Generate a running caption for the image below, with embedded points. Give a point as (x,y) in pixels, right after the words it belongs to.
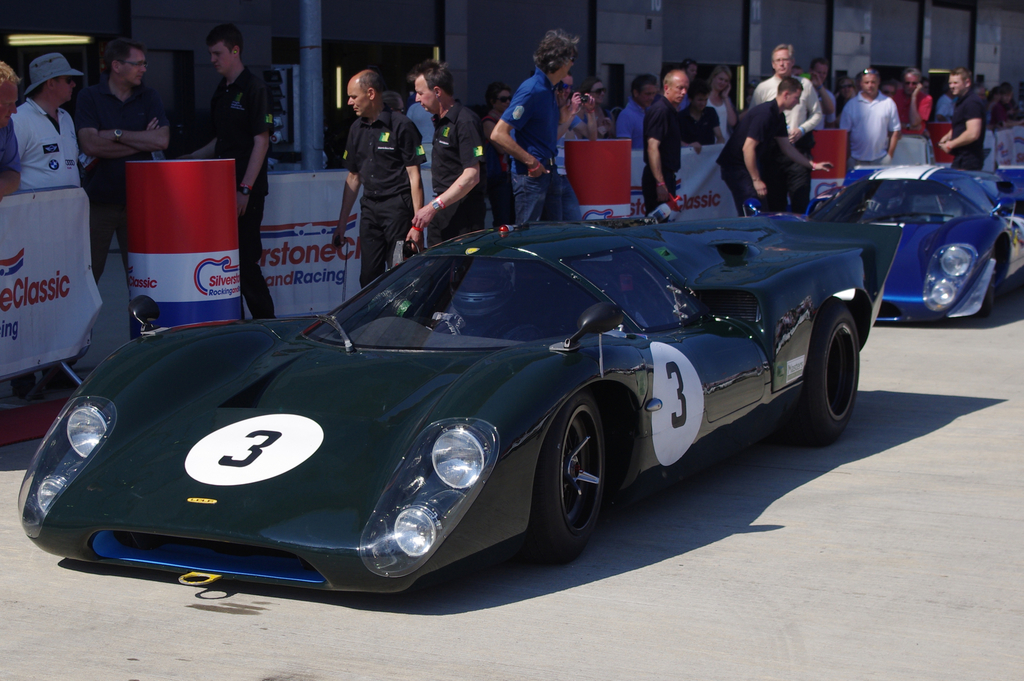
In this picture we can see few cars (759,323) on the road (783,488), beside the cars (751,303) we can find group of people (543,188), few hoardings (65,252) and a pole (322,88).
